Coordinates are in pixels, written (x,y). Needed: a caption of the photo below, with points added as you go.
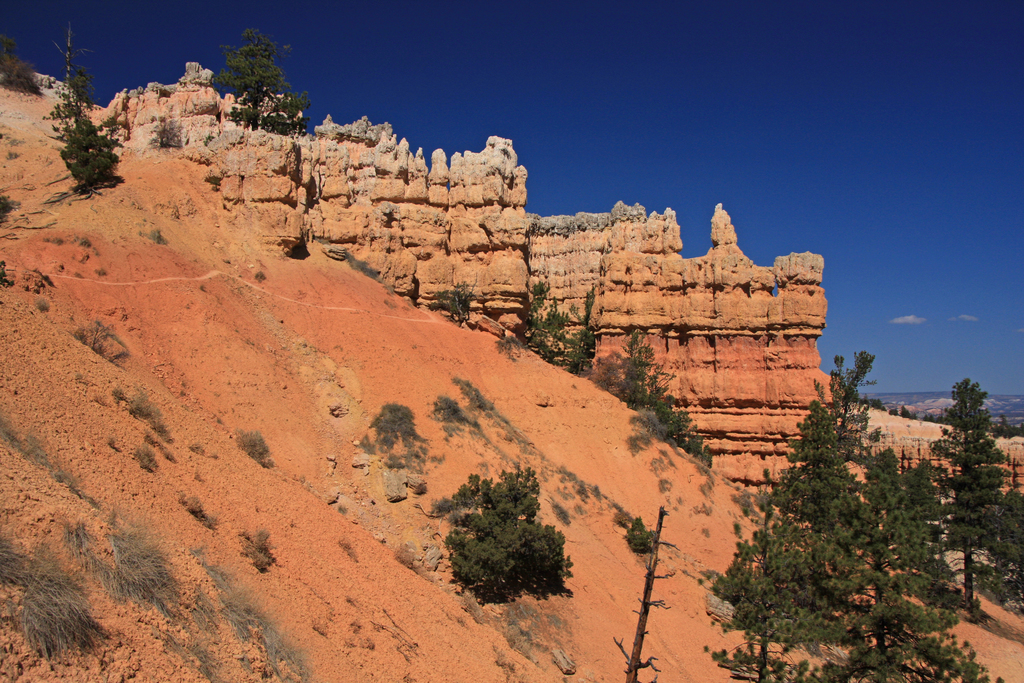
In the image in the center (499,270), we can see the sky (390,89), hills (450,176), trees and grass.
